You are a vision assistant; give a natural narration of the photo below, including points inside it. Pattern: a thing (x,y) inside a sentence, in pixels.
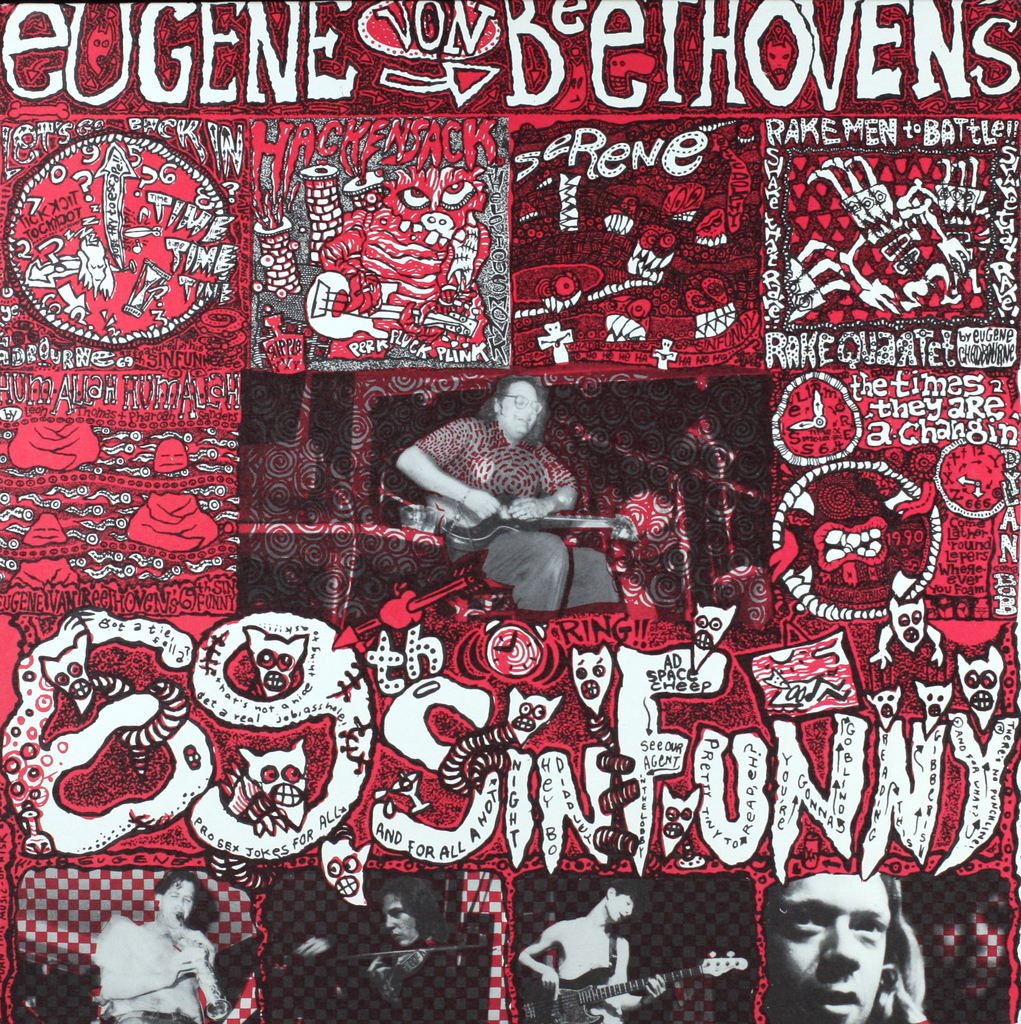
In this image I can see the poster (5,114) and the poster (476,254) is in red and white color and I can see few people (845,1007) playing the musical instruments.
